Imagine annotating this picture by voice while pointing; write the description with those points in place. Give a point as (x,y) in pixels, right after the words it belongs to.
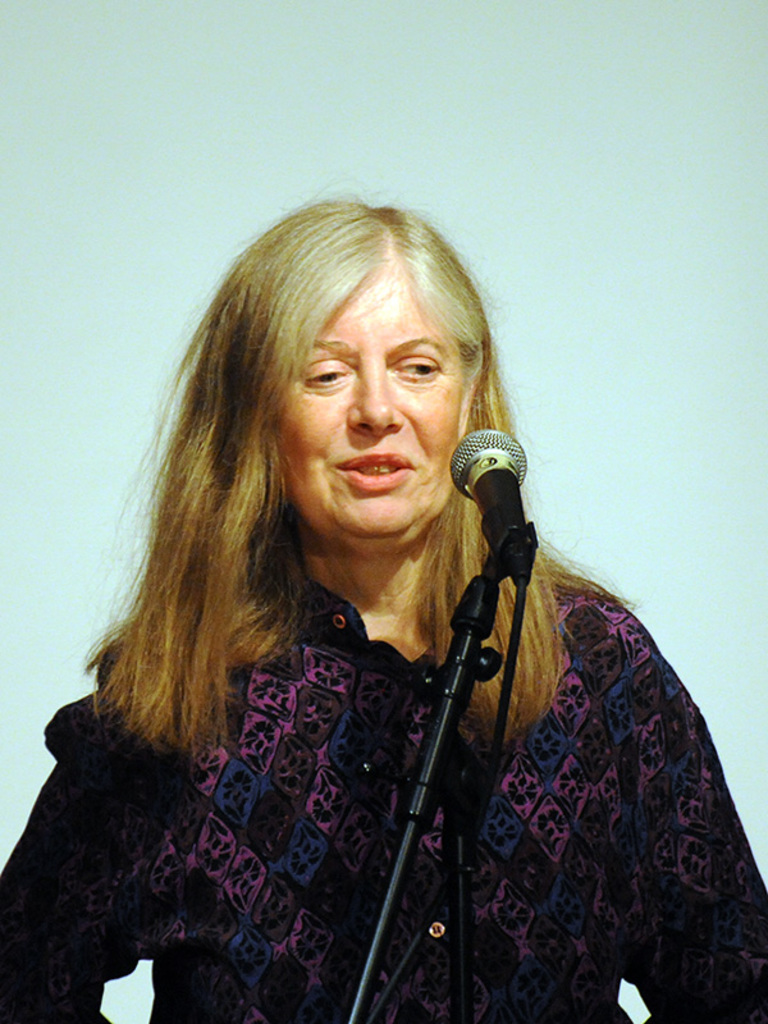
In this image I can see a woman (453,579) standing and there is a microphone (507,468) at the front (489,452). There is white background (405,107).
